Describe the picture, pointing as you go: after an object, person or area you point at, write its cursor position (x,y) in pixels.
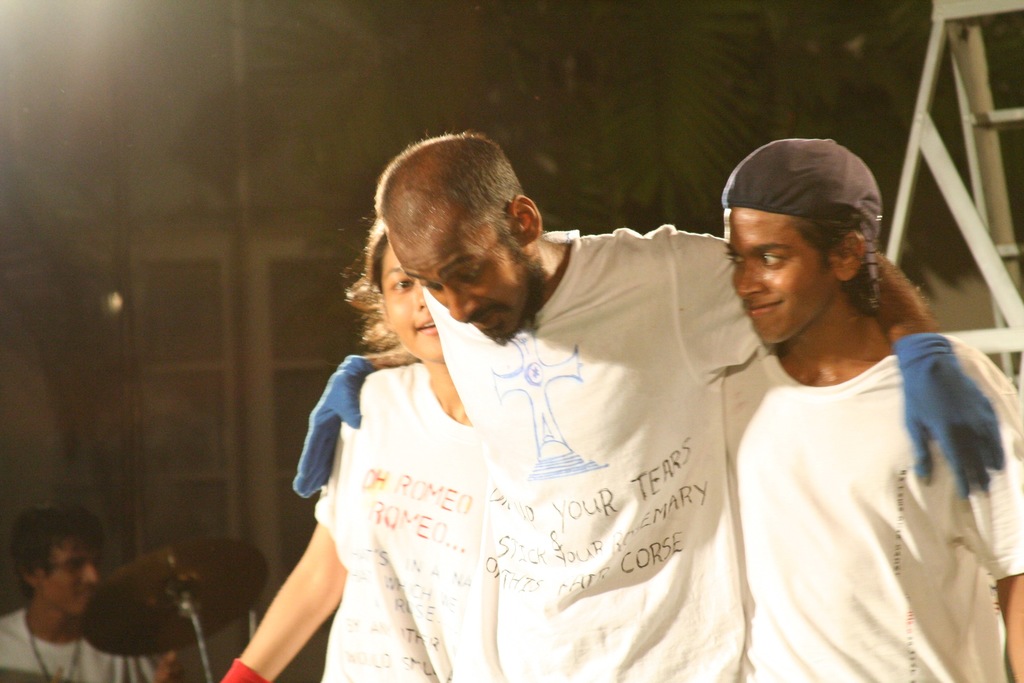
In this image I can see four people (540,483) with white color dresses (613,533). One person (769,246) with the cap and one person (55,594) is sitting in-front of the drum set (206,645). In the background (905,267) I can see the ladder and some plants (487,90).
